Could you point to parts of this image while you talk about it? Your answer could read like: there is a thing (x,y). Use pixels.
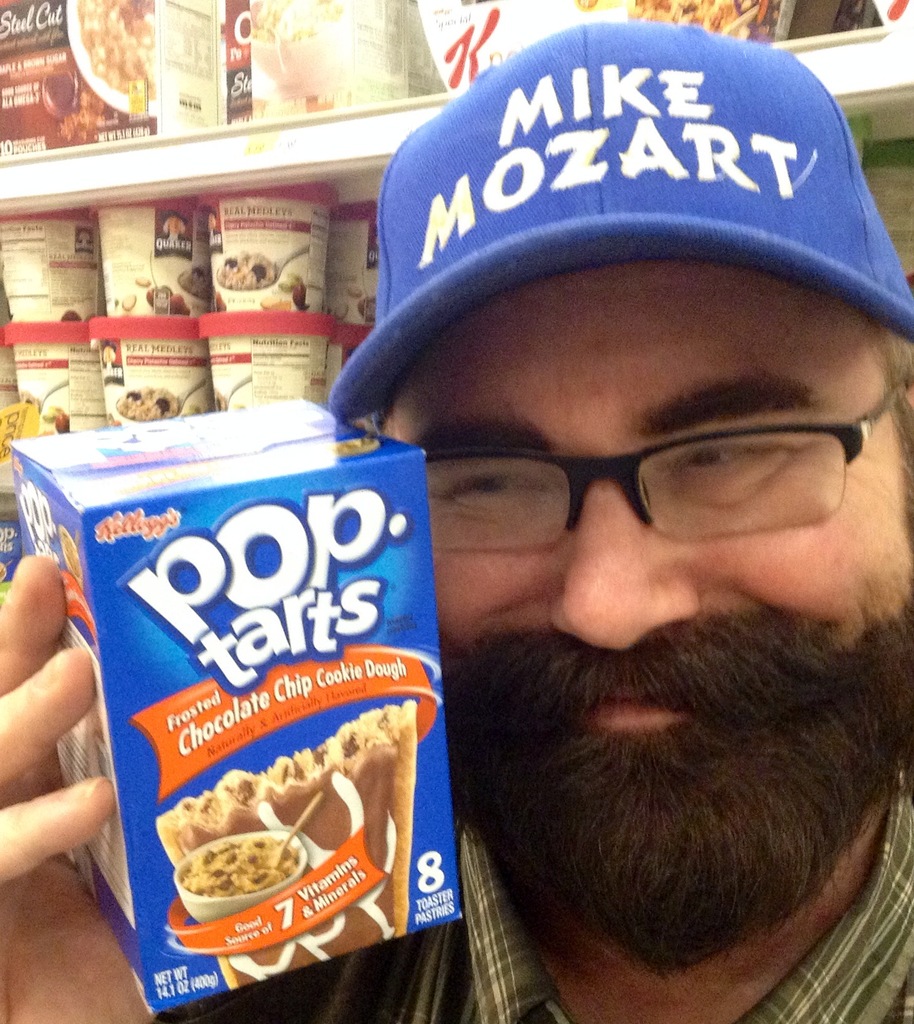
In the image there is a man (542,718) holding some food item (239,744) in his hand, he is wearing a blue hat (607,204) and he is smiling and in the background (31,256) there are many other oatmeal cups (159,309) kept in the shelf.
